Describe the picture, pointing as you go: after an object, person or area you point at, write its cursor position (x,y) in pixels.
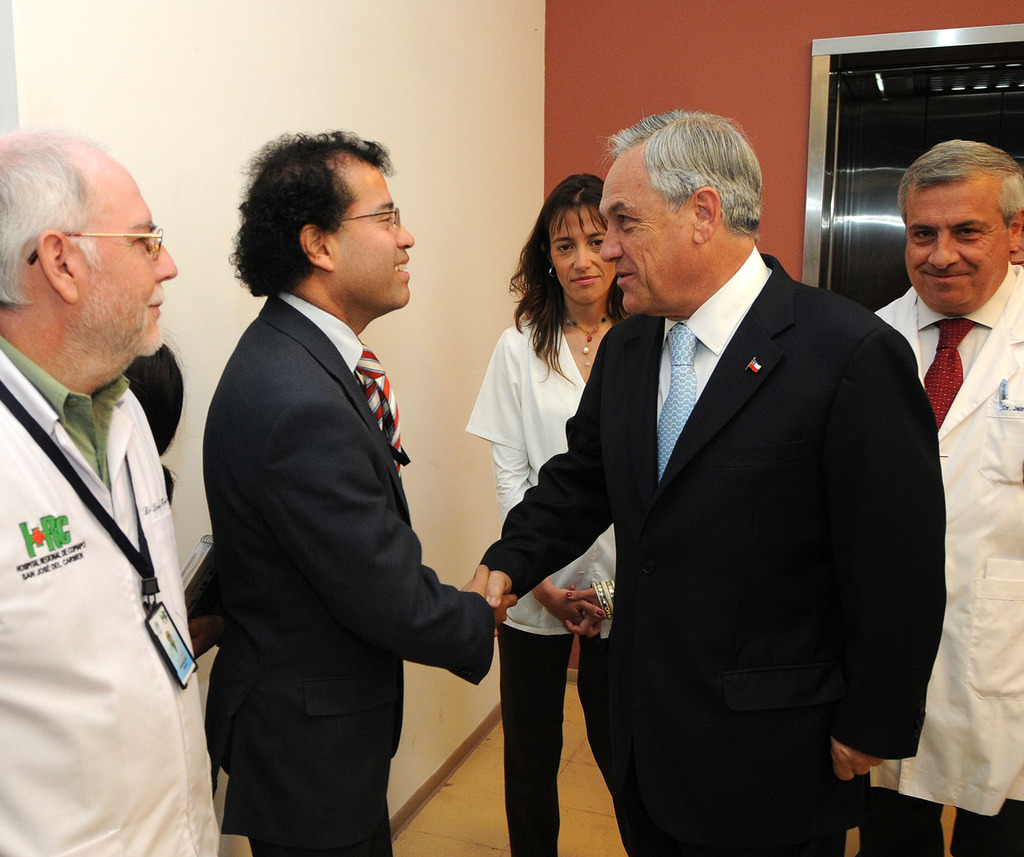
This picture describes about group of people (392,392), few people (358,249) wore spectacles (396,226), on the left side of the image (122,392) we can see a man (29,409), he wore a tag (102,512).
